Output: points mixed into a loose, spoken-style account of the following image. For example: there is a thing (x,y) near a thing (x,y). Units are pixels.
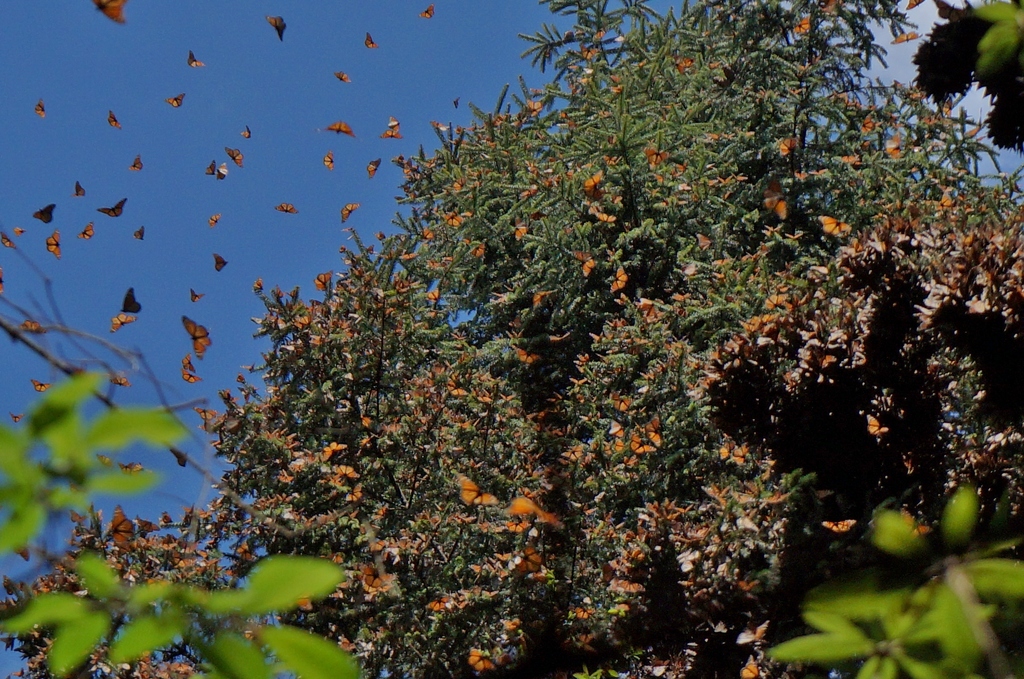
In this picture we can see a number of butterflies (51,217) and trees (840,291). Sky (359,126) is in blue color.
